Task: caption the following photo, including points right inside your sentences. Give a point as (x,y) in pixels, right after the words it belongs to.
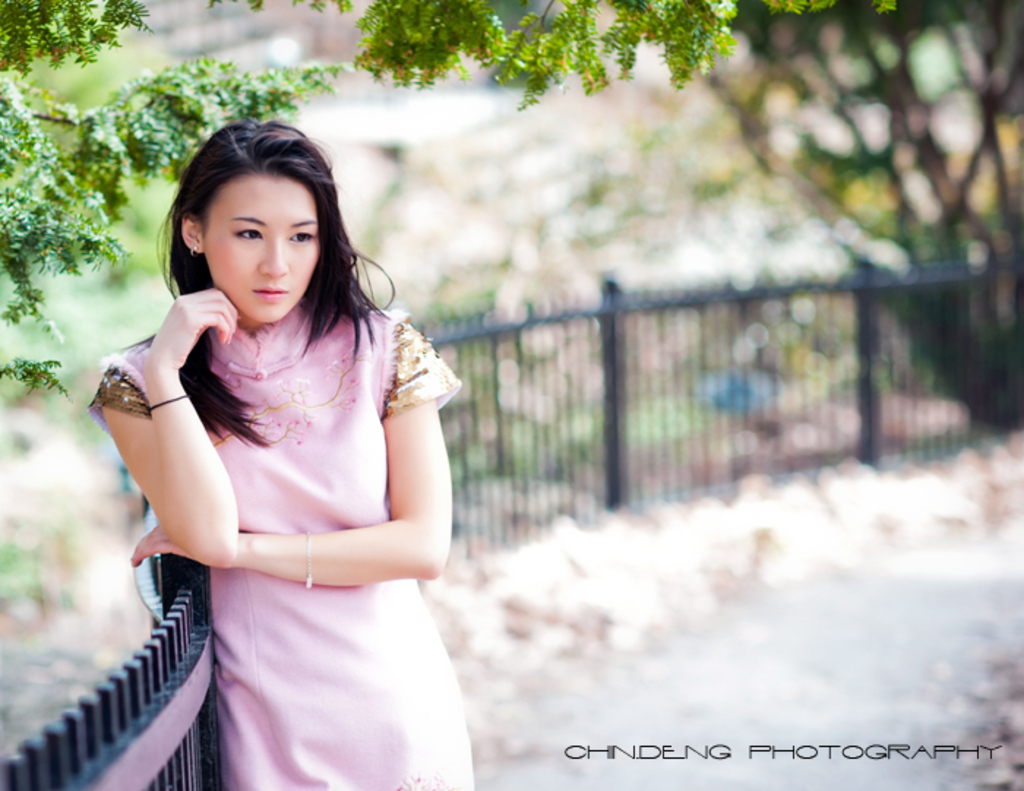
In the foreground of the image (385,518) there is a woman (246,556). There is a fencing (775,287). In the background of the image (29,40) there are trees (584,73). At the bottom of the image (719,743) there is text (819,746).
